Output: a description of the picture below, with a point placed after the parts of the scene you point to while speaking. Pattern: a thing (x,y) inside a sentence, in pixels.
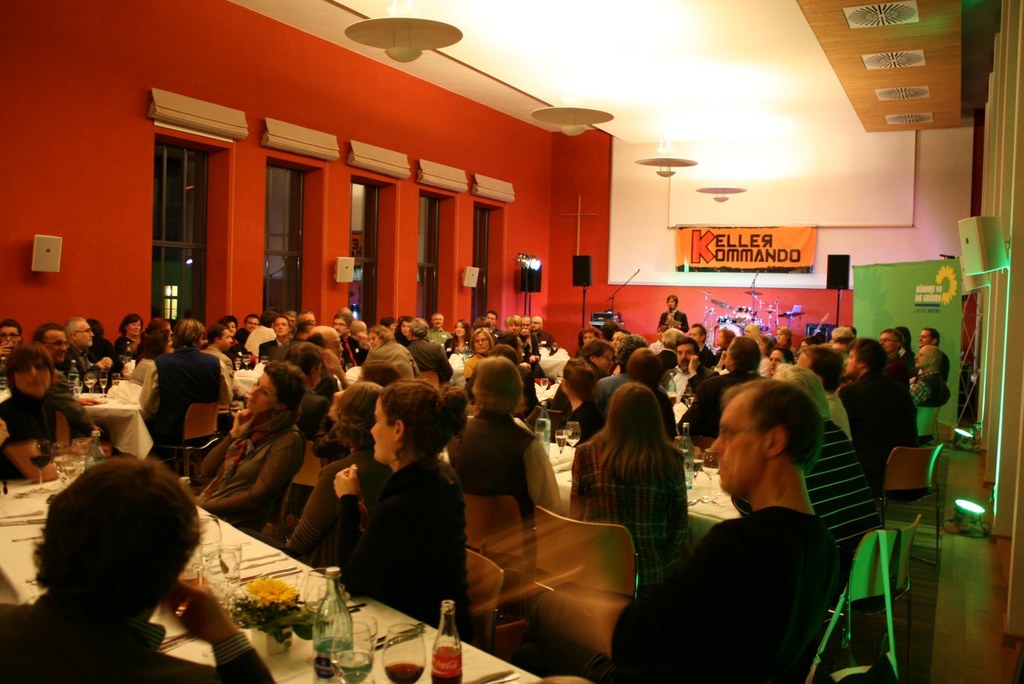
In this picture, There are some tables (377,619) which are in white color, There are some people (864,442) sitting on the chairs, in the background (185,246) there is a red color wall (232,73) and there are some windows (182,214) which are in black color and in the top (540,60) there is a roof (684,106) in white color and there are some lights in yellow color.
